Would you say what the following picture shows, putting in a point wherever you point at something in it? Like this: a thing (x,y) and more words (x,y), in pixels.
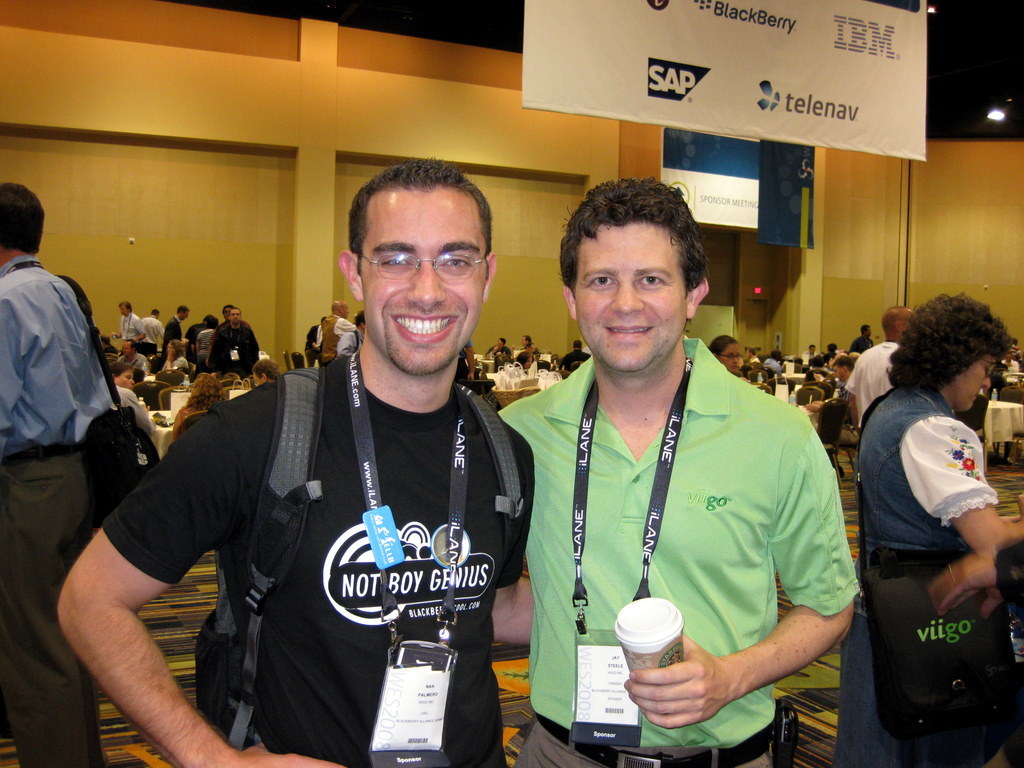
At the bottom of this image (689,665), there are two persons (698,659), smiling, wearing badges (363,448) and standing. One of them is holding a cup (628,637). On the left side (60,508), there is a person (18,305) in a blue color shirt (20,325), standing. On the right side (956,424), there is a woman (922,383) wearing a bag (920,636) and standing. In the background (209,342), there are persons (199,350), some of them are sitting in front of the tables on which there are some objects (519,375) arranged, there are banners (876,54) and lights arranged and there is a wall (612,147).
